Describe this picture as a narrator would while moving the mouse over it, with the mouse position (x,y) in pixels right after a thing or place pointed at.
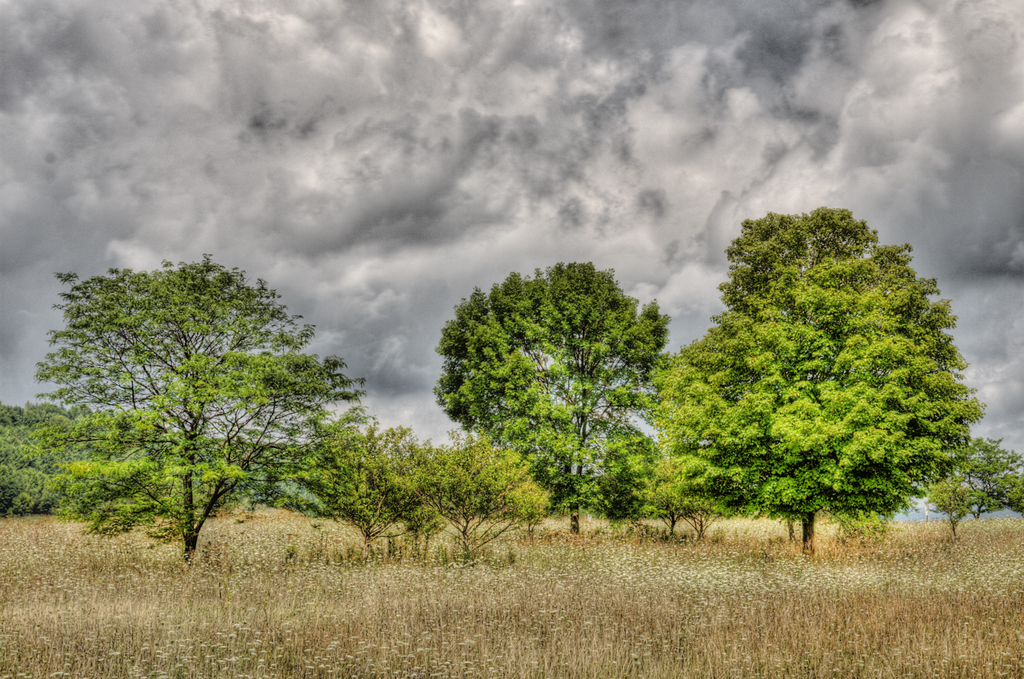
In this image we can see some trees (370,441) and grass (493,611) on the ground (903,636) and at the top (580,152) we can see the sky (400,172) with clouds (68,45).
